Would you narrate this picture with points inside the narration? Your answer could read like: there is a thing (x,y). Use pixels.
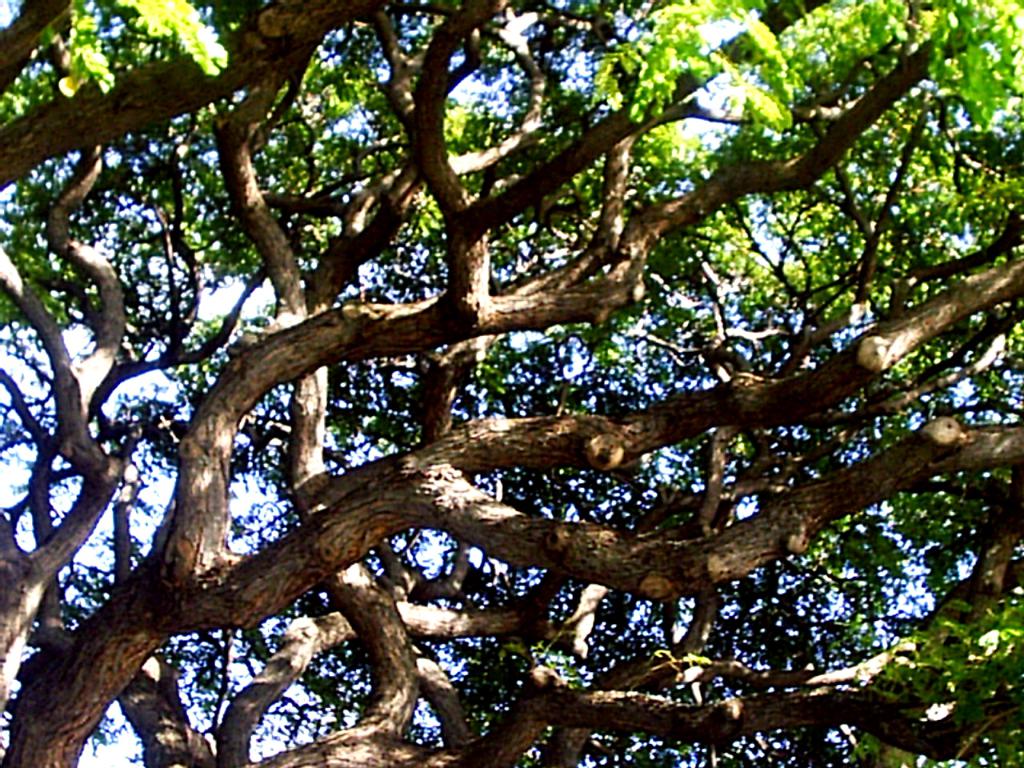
In this image I see a tree (942,563) which has a lot of branches (23,151), which are brown in color and there are lots of leaves (862,176) for it and which are green in color.
